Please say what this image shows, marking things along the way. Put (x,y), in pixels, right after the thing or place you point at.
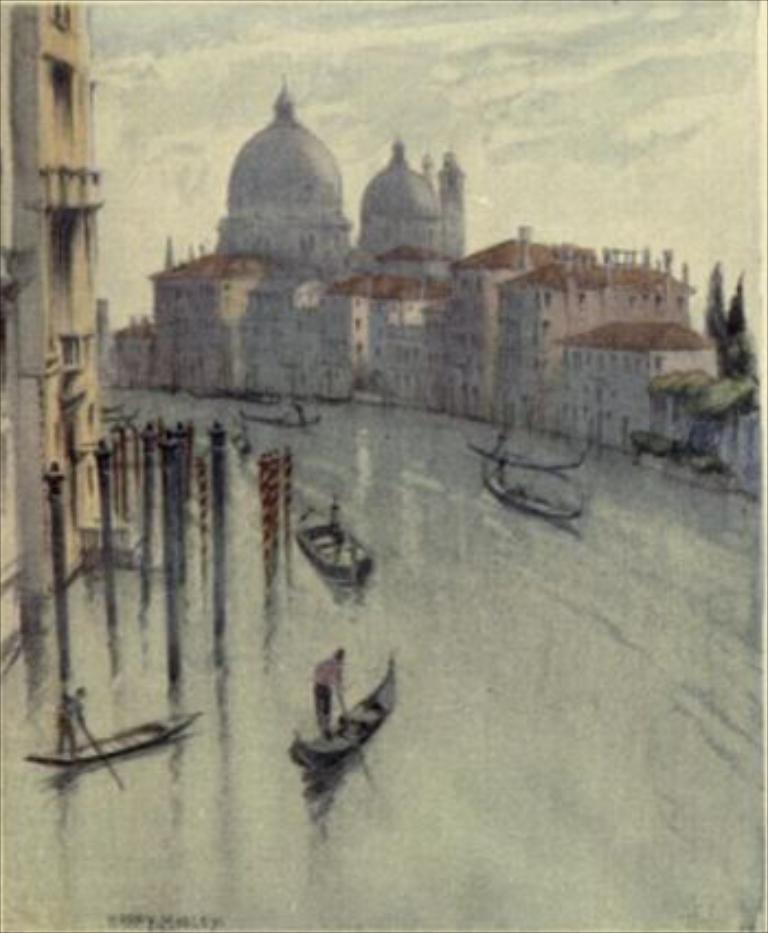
This is a image of the river (132,667) where we can see there are some boats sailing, beside that there are some buildings (99,535).
